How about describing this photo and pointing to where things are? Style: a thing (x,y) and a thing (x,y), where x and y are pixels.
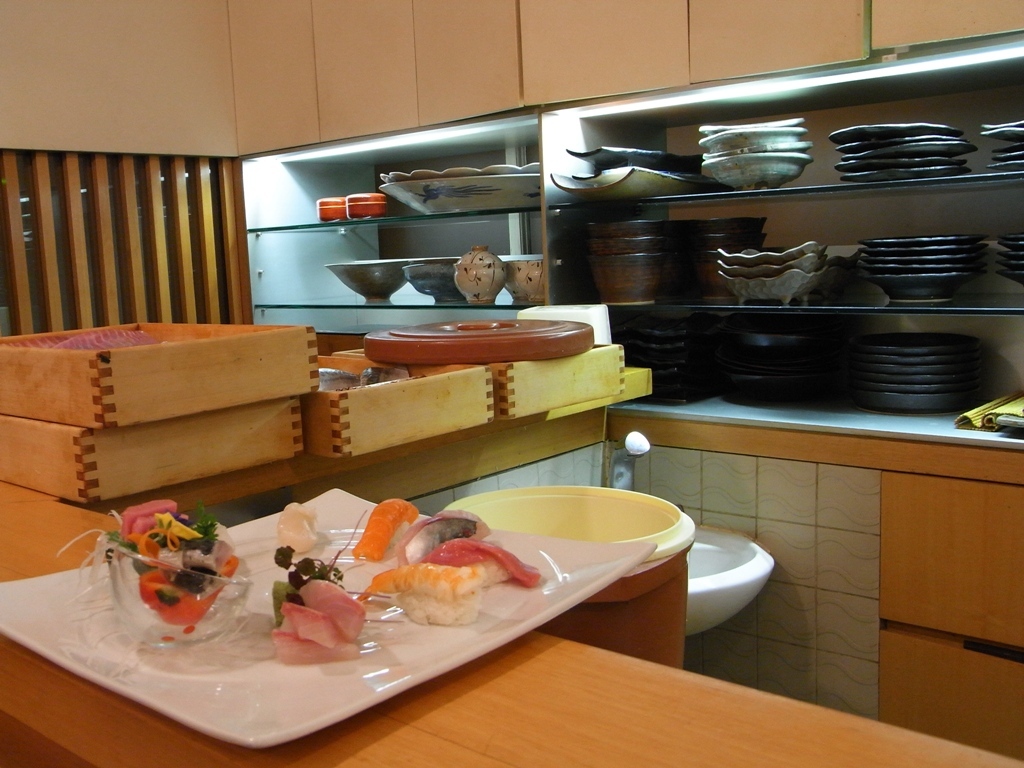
Here in this picture in the front (491,719) we can see a plate (206,682) with food items (340,613) present on table (371,759) over there and beside that we can see some boxes (165,455) present and in the racks (904,207) present over there we can see number of different kind of plate (846,179), bowls (420,267) and trays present in that over there and in the middle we can see a sink (733,534) with a tap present and beside it we can see a bucket (669,547) present over there.
